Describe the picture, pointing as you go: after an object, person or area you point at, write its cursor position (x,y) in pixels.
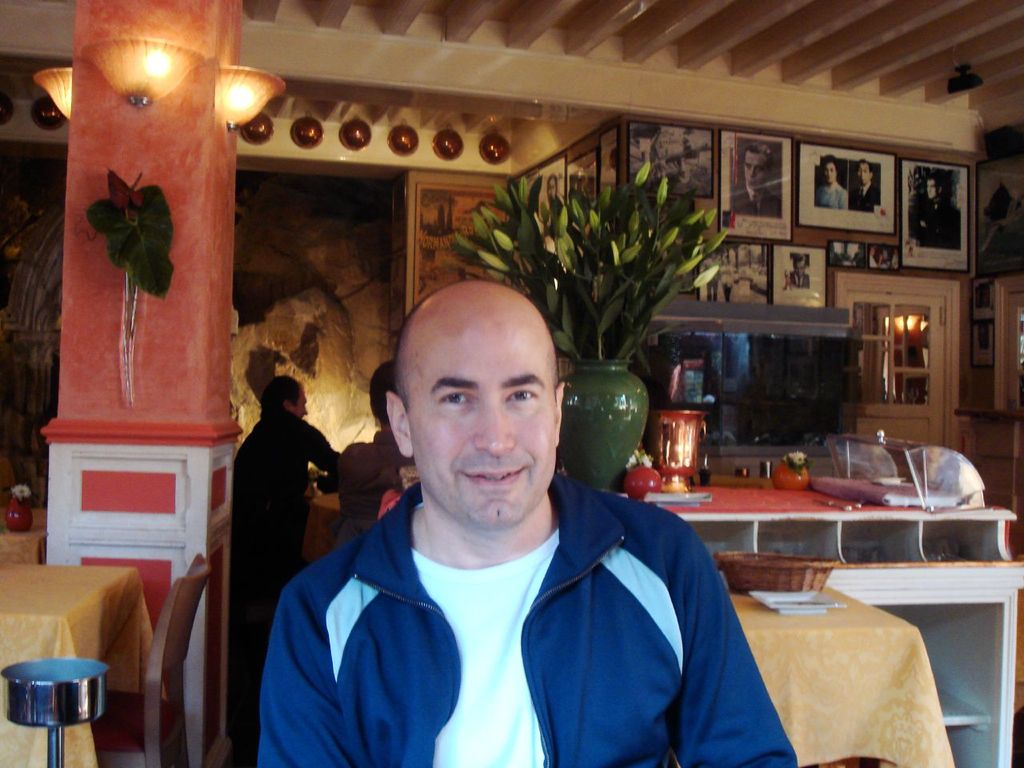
Here we can see that a person (450,582) is sitting on a chair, and at back (672,415) there is the table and flower vase (630,380) on it, and some other objects (706,353), and there are group of people (343,461) sitting, and here are the photo frames (729,160) on the wall (715,160) and here is the lamp (167,87).
